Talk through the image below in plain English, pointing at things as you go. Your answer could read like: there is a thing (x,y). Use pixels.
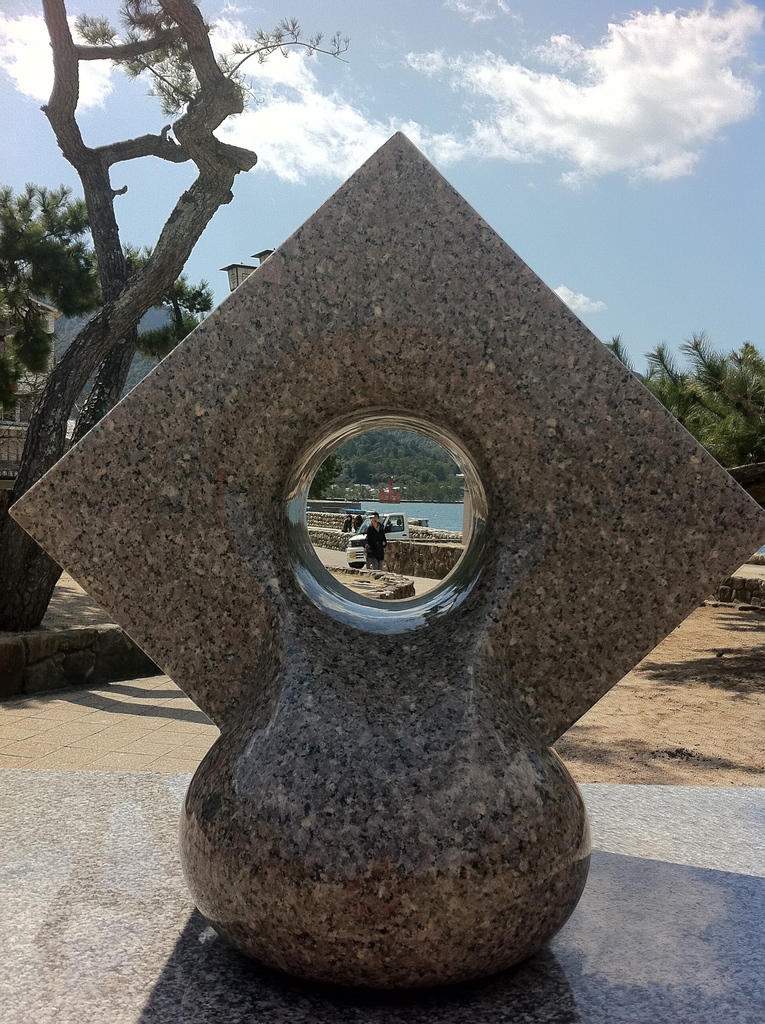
In this image there is the sky (549,97) towards the top of the image (591,119), there are clouds (530,132) in the sky (422,128), there is a building (52,332) towards the left of the image (53,318), there are trees (725,395) towards the right of the image (699,393), there are trees (117,389) towards the left of the image (99,280), there is water (431,513), there is a vehicle (398,517), there are persons (371,551) standing, there is ground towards the right of the image (685,703), there is a sculpture (384,719) towards the bottom of the image (453,760), there are objects (252,267) that looks like street lights (235,268).
